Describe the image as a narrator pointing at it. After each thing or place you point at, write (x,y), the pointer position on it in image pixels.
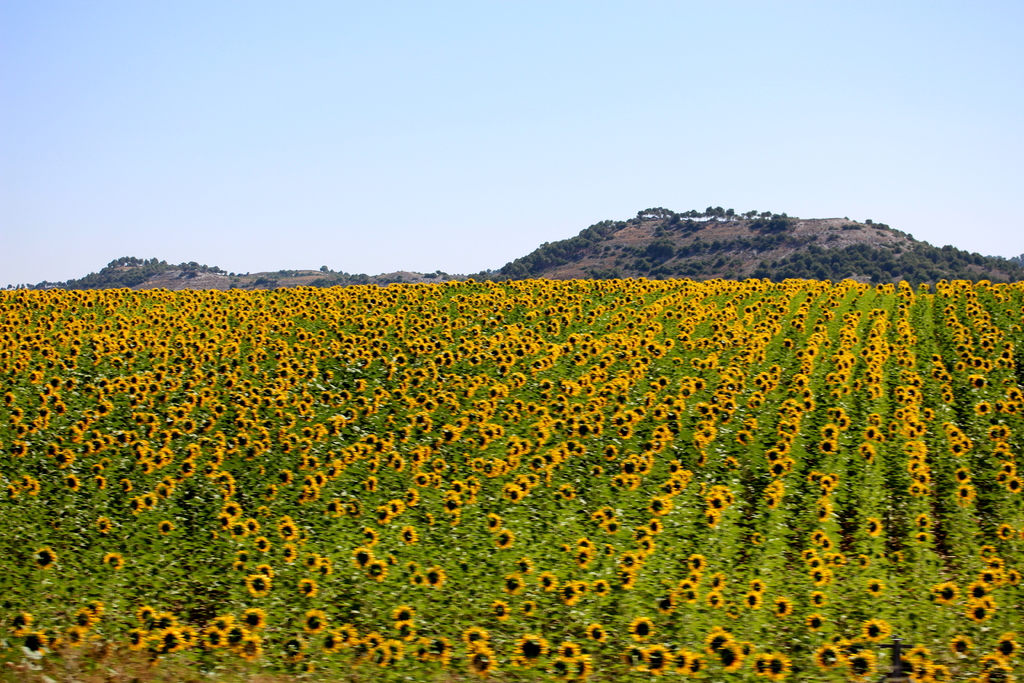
In the image we can see there are lot of sunflower plants (551,550) and behind there are hills (753,254). There are trees (716,209) on the hills (573,266) and the sky (359,164) is clear.
